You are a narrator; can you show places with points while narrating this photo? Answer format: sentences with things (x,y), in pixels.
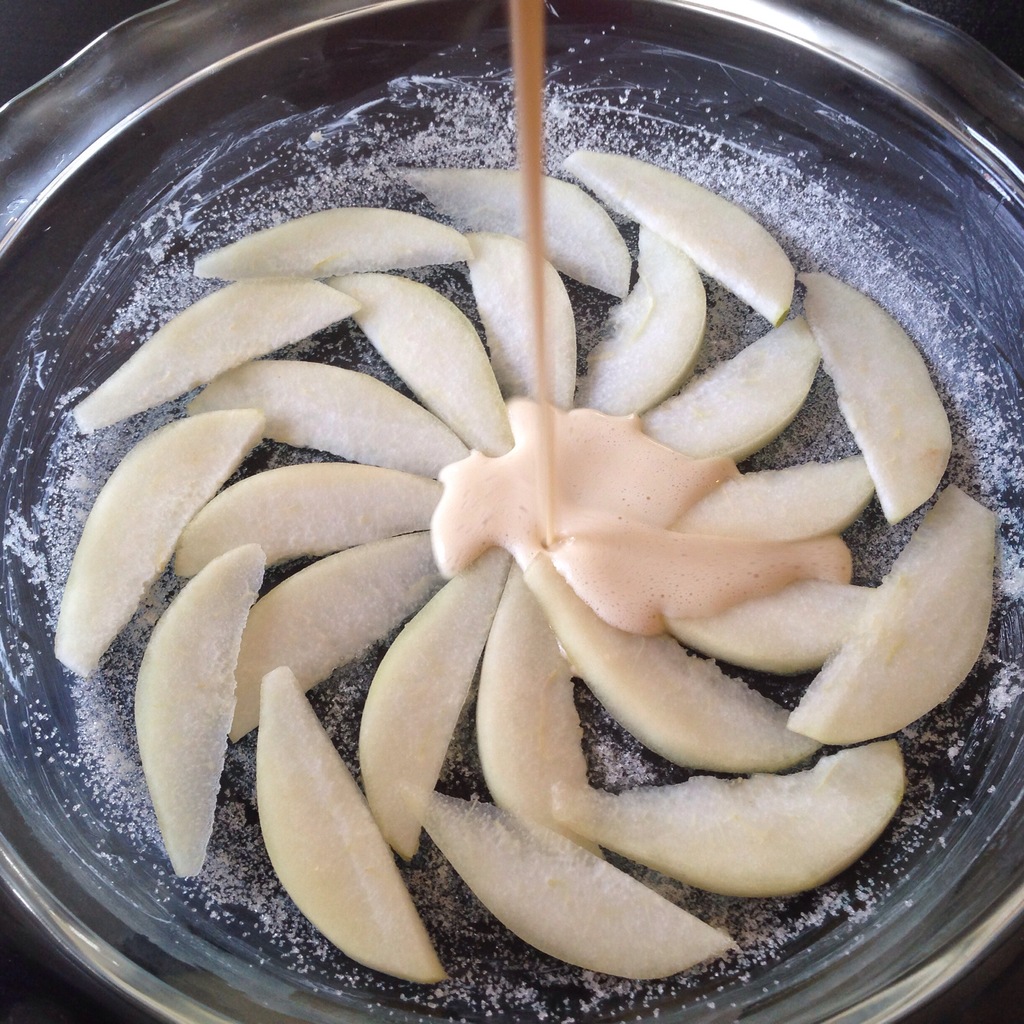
In this image there is a food item (588,532) in a pan (268,69).
